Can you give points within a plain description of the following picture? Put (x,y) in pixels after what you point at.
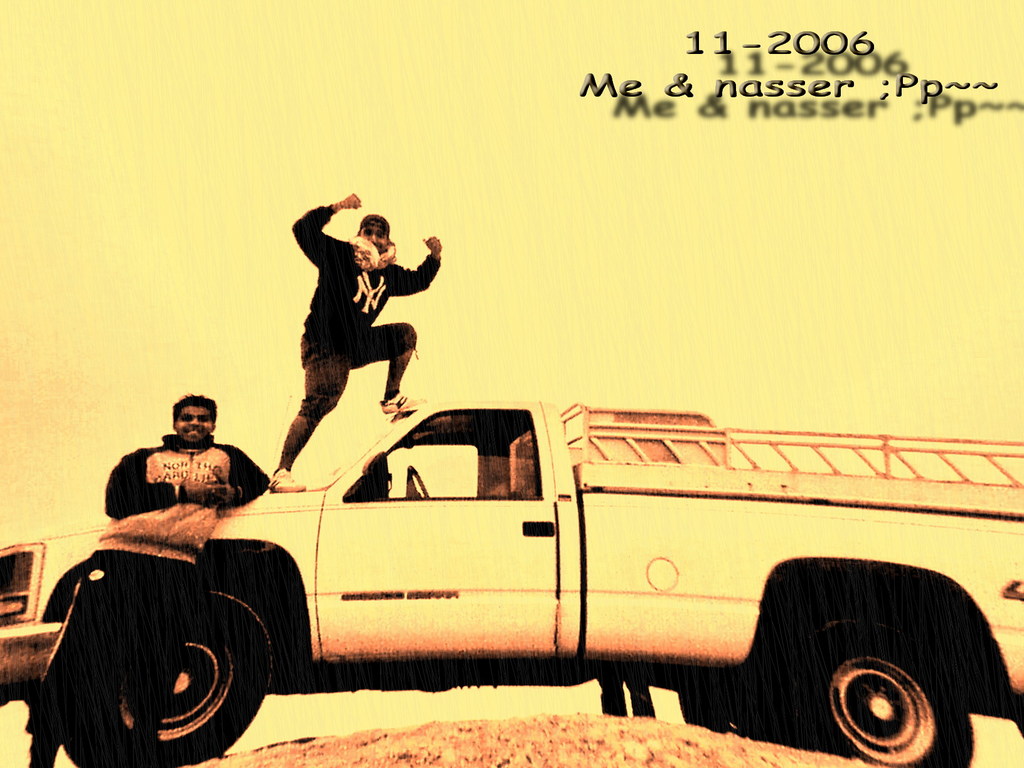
Here in this picture we can see a truck (606,516) present on the ground (633,718) and on the left side (160,502) we can see a person (160,502) standing on the ground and smiling and we can also see another person (336,380) standing on the truck (228,547) and smiling.
